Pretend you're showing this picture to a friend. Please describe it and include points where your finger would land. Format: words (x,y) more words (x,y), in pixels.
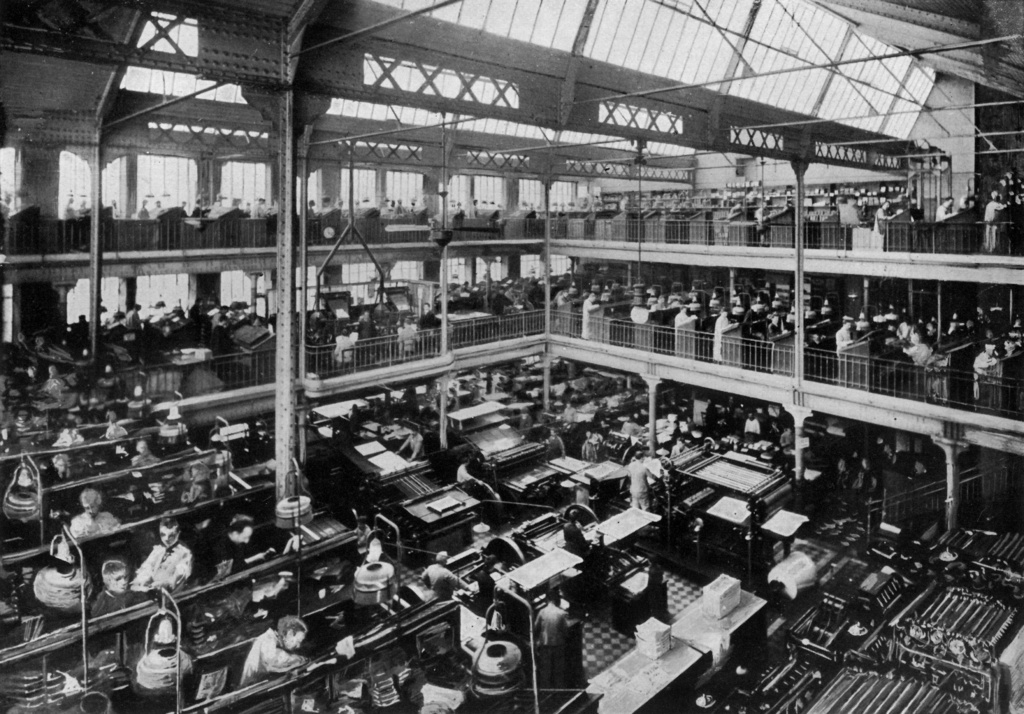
This picture shows an inner view of a big hall (522,150) and we see many machines (462,498) and many people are standing and working on the machines (614,514).
